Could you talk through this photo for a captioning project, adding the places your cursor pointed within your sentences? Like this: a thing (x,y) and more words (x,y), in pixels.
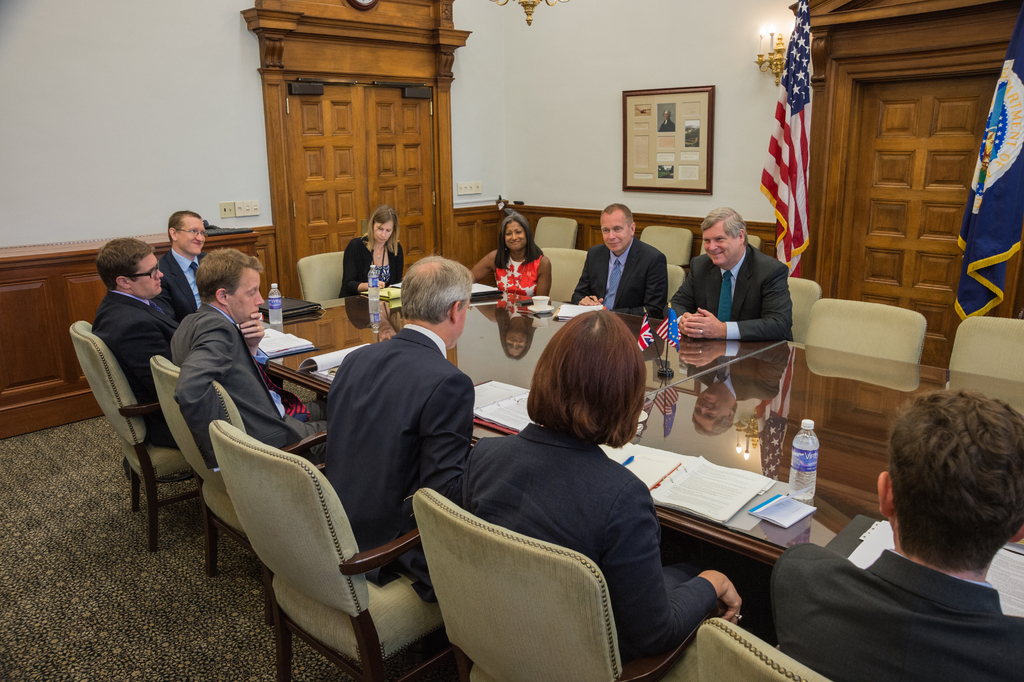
In this picture there is a meeting taken place. There are ten people (742,292) in this room (284,265). In the center of the picture (657,439) there is table (831,466), on this table (661,347) there is a flag (662,332), water bottles (275,302), cup (536,306), books (520,387). In the center of the picture (450,235) in the background (356,176) there is a door (365,182), on the top right (909,181) there is another door (886,178). In the right side of the background (784,168) there are two flags (976,199). There is a light (759,45) on the wall (739,95). A frame (696,95) is attached on the wall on right side (687,125). The floor (97,536) is covered with mat (63,536).
